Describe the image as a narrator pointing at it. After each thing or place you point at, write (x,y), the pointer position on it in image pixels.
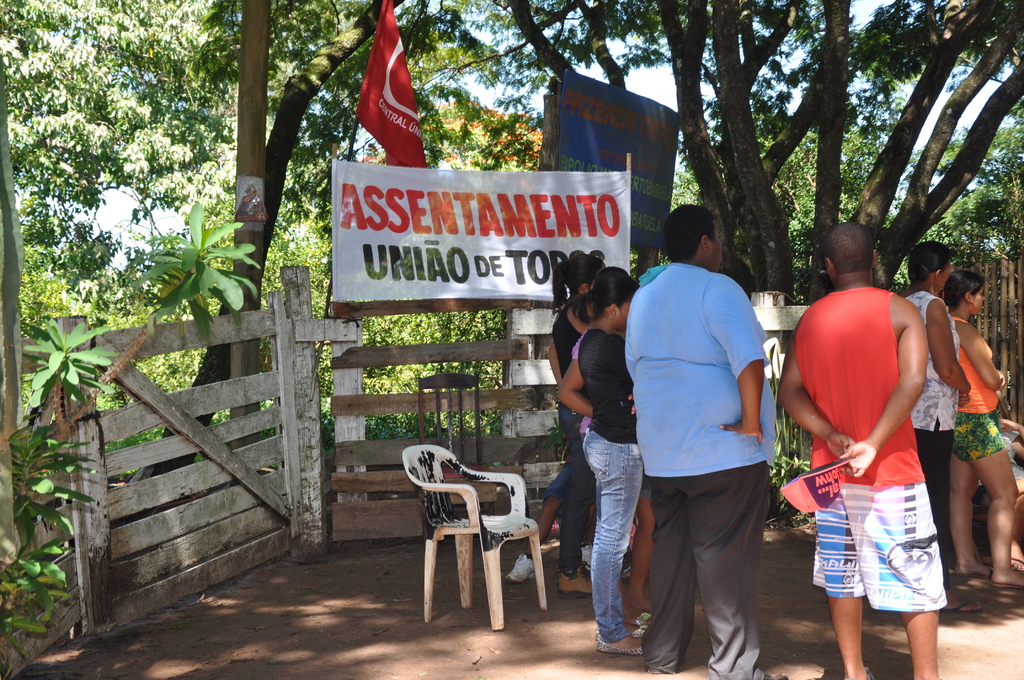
In this picture we can see a group (751,340) of people (589,325) standing and here we can see fence (100,448) with two chairs (458,376) on ground (525,589) and in background (372,300) we can see banner (358,205), flag (383,99), trees (134,128).
